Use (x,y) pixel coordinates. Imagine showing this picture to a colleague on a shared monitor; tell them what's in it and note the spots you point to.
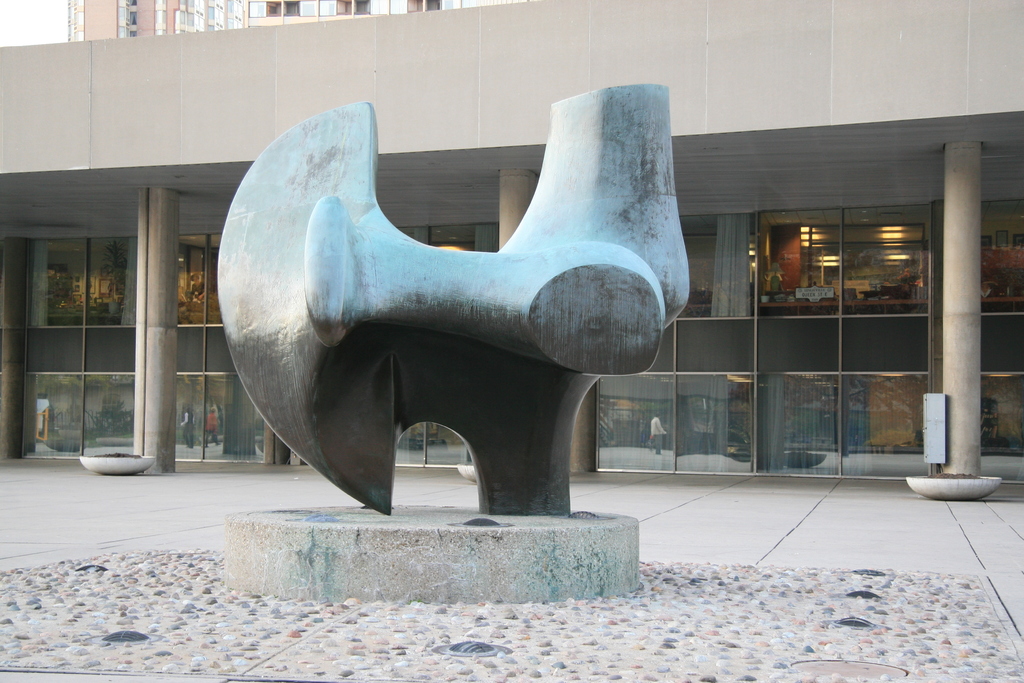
This picture shows buildings (186,121) and we see a visual art (404,249).
